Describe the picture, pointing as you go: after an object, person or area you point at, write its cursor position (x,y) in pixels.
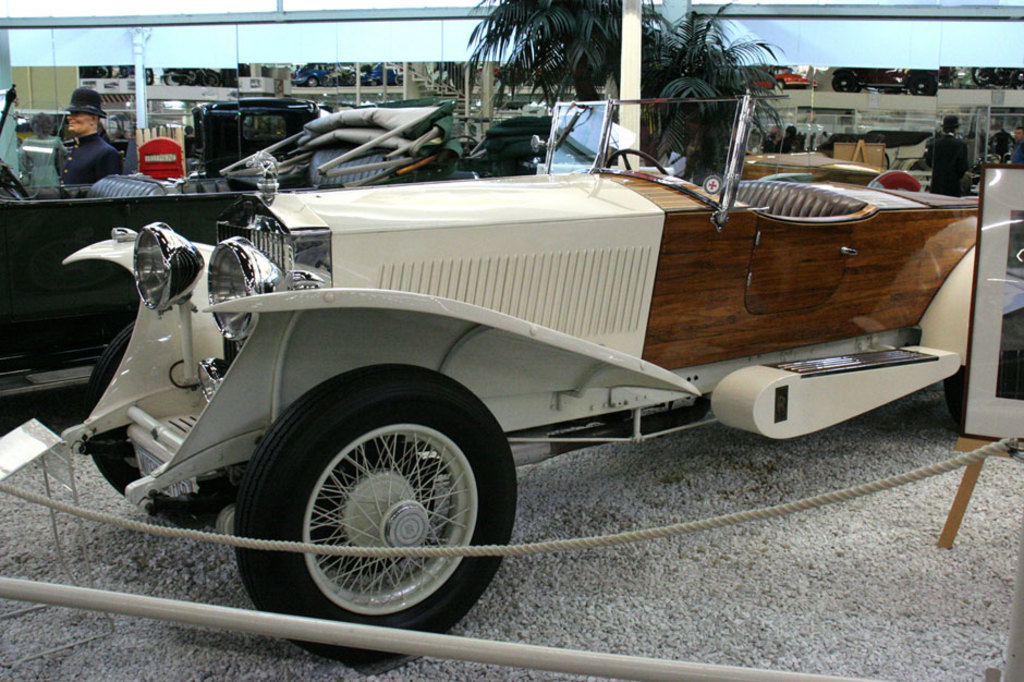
In the image we can see there are vehicles (557,143) and we can see there are even people (945,174) standing and one is sitting. Here we can see the rope (348,544), board (988,320), trees (580,41) and the pole (631,47).
